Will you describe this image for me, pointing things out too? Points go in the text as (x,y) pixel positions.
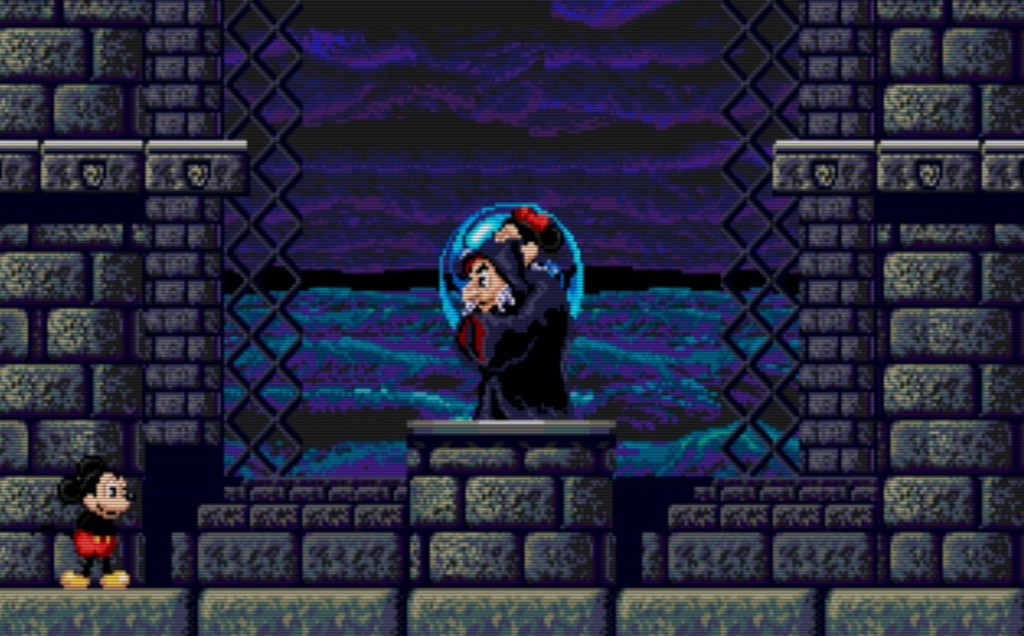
It is the animation image in which there is a Mickey mouse (92,514) on the floor (206,590) and there is a person (507,329) standing on the pillar (521,427) in the middle (509,409).
